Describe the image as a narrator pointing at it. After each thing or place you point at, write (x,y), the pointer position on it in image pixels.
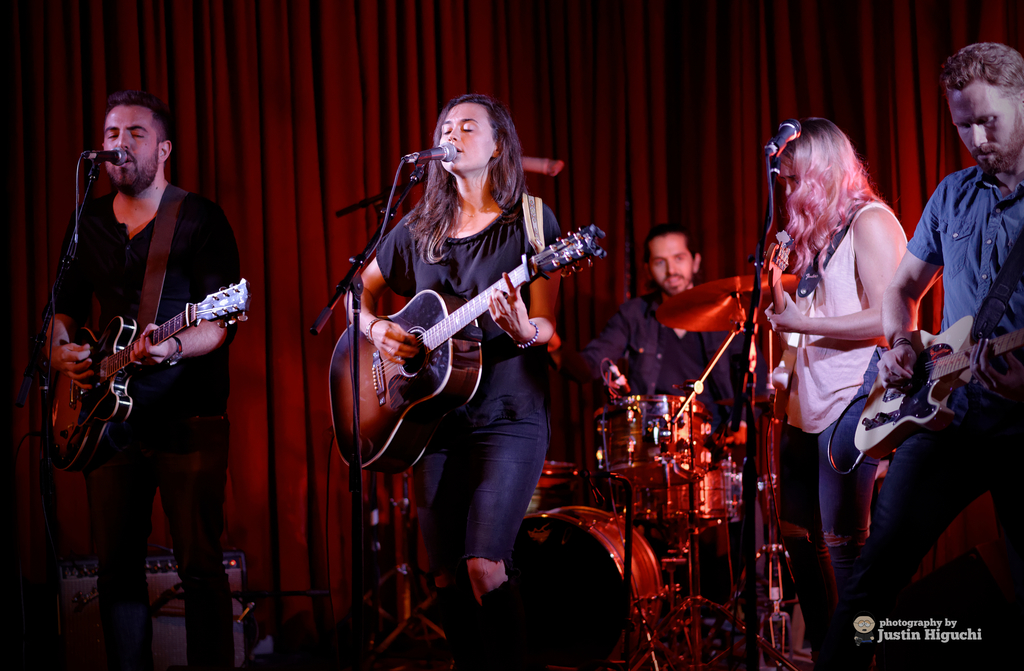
Here we can see a five people (135,100) who are performing on a stage (679,667) on a musical event. They are playing a guitar (427,302) and singing on a microphone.
